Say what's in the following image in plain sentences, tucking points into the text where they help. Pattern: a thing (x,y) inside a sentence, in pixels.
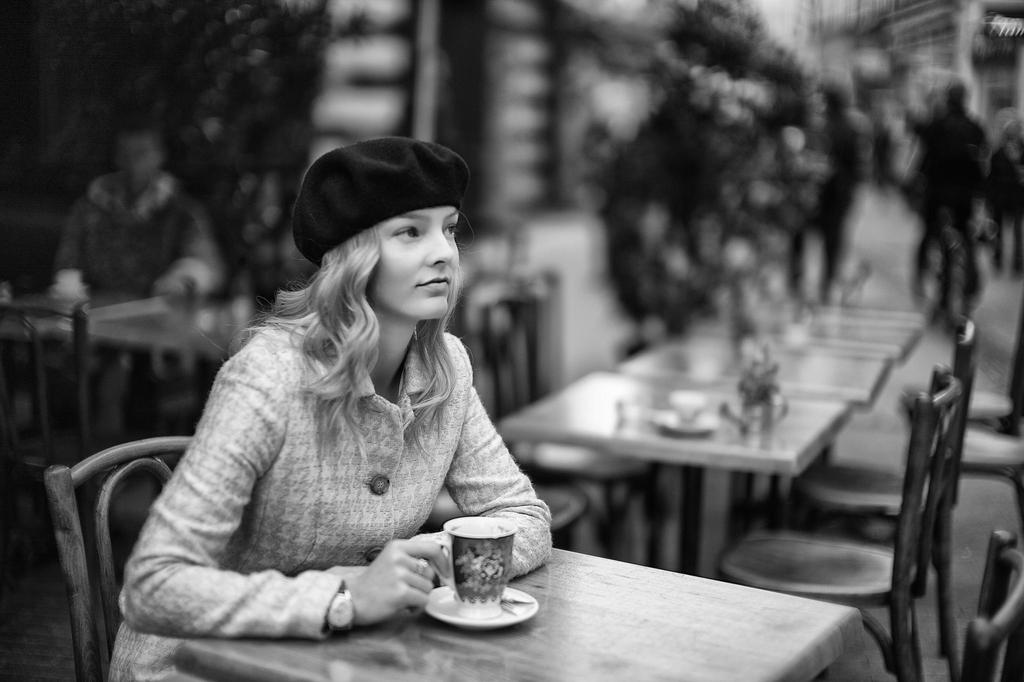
This is a black and white image. Here is a woman (257,457) sitting on the chair (106,534). This is the table (595,619) with cup (487,596) and saucer (442,587). At background (582,463) I can see some tables (826,363) with chairs (582,465) and a person (180,212) sitting here. I think this is a tree (744,171) and few people (818,198) walking.
